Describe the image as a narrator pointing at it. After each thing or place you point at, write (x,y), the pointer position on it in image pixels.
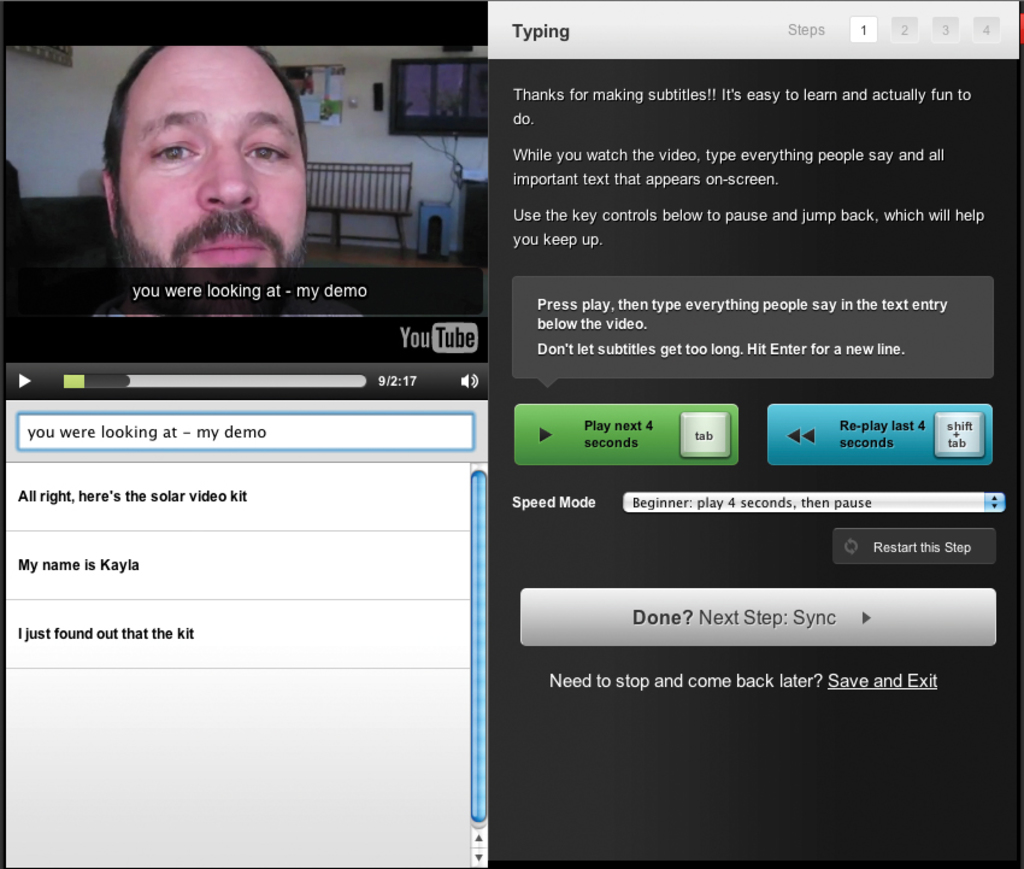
In this image there is a screenshot of a video. On the left side (215,179) we can see the face (191,231) of a man (260,209). In the background (385,187) there are windows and a bench (384,212). On the left side (46,106) there is a wall (36,120). On the right side (780,305) there is some text (615,297).
